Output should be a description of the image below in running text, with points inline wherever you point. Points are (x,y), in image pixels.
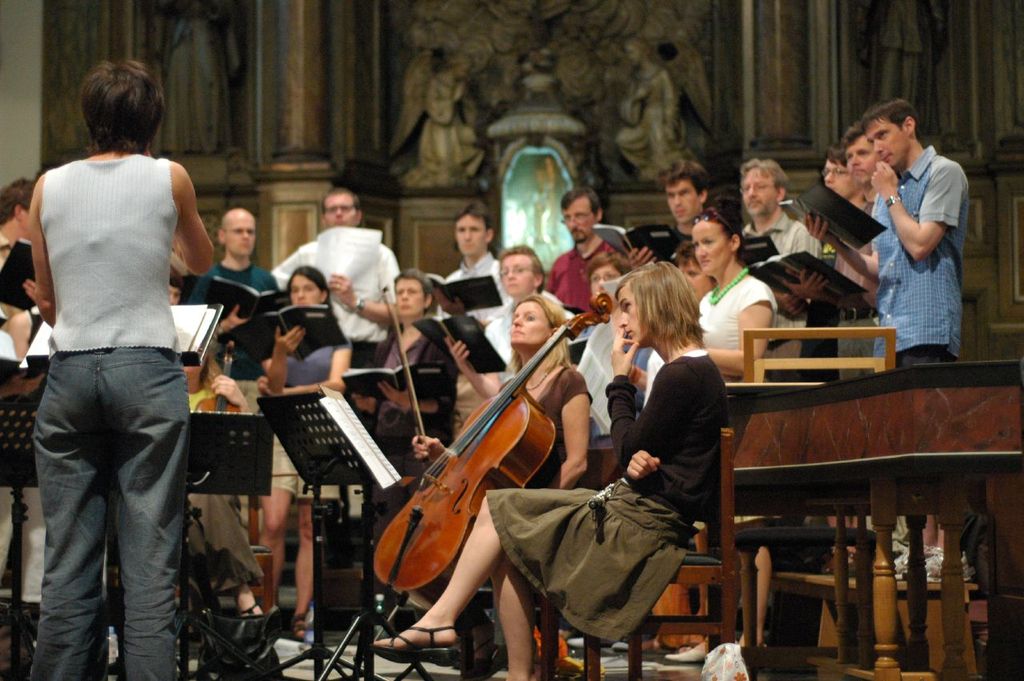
In this picture we can see a group of people (703,231) holding books (656,246) and standing and some people (555,383) sitting on the chairs (605,453) holding some musical instruments (515,375) and a lady (54,354) standing in front of them conducting.
